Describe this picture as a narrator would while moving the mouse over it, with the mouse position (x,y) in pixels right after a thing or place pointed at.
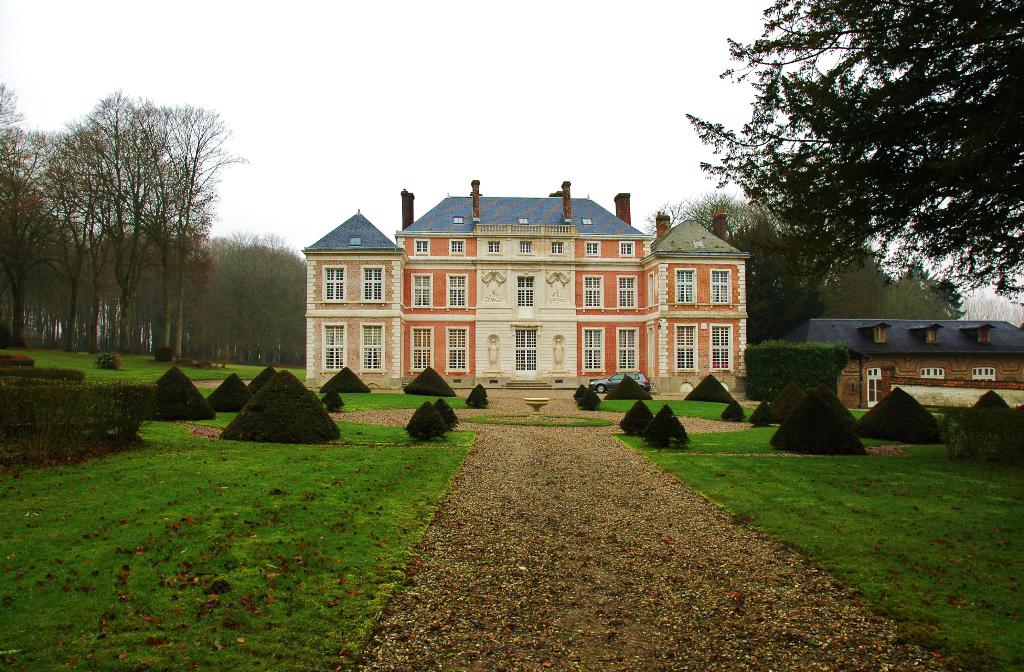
This picture is clicked outside. In the foreground (276,526) we can see the green grass (799,491) and the shrubs (719,387). In the center (404,371) there is a building (519,209) and we can see the windows (428,297), wall (568,308) and doors (528,331) and chimneys (625,206) of the buildings (528,247). In the background (566,87) there is a sky (585,52), trees (890,308).
